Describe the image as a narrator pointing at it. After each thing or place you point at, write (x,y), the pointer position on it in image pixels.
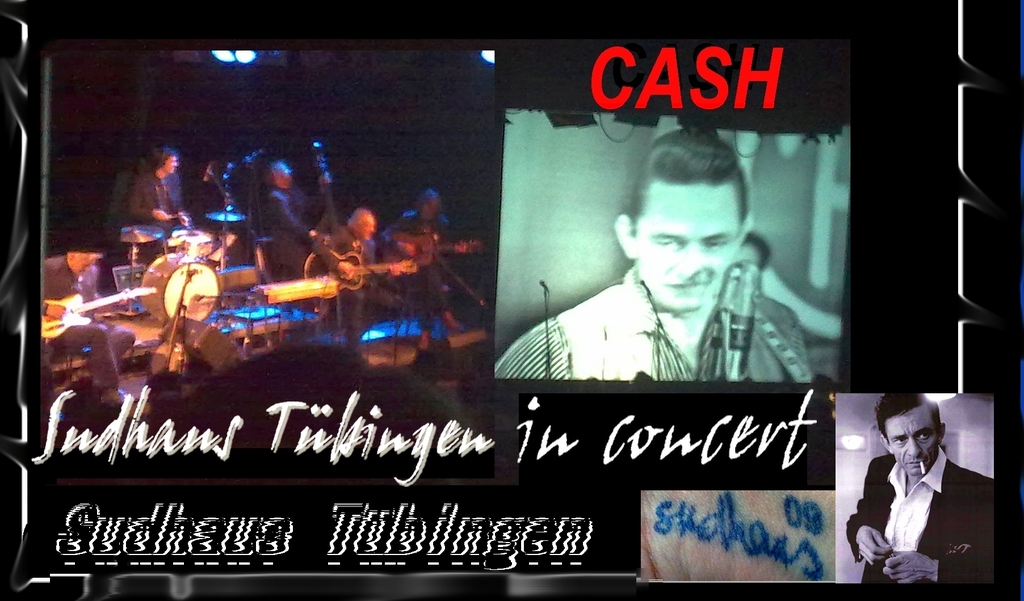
As we can see in the image there is a banner (245,302). On banner (236,388) there are musical drums (165,262), mic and few people (311,238) here and there.
